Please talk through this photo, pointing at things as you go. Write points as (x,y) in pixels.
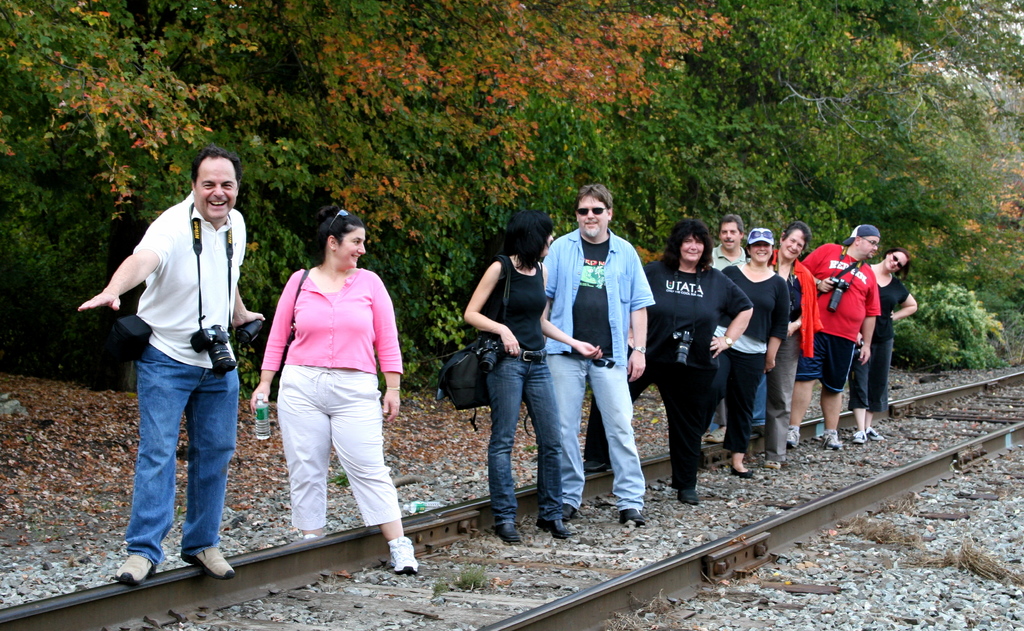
In the center of the image (676,322) we can see people (844,303) standing. At the bottom (884,513) there is a railway track (545,560) and we can see stones (865,602). In the background (327,162) there are trees (750,145).
